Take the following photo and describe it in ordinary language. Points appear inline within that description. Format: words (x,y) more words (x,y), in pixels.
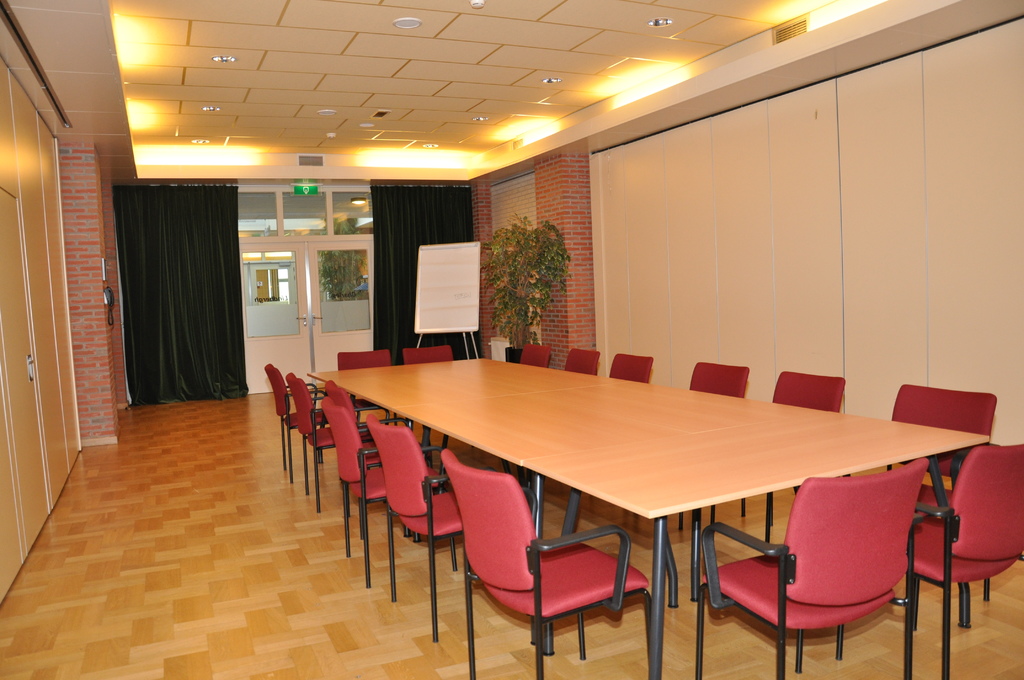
In this picture we can see red chairs (977,498) near to the table (765,450). Here we can see plant (504,309) near to the whiteboard (457,295). Here we can see black cloth (402,226) near to the door (327,297). On the top (475,134) we can see roof (216,115). On the left (47,284) we can see wooden partitions (64,285).
